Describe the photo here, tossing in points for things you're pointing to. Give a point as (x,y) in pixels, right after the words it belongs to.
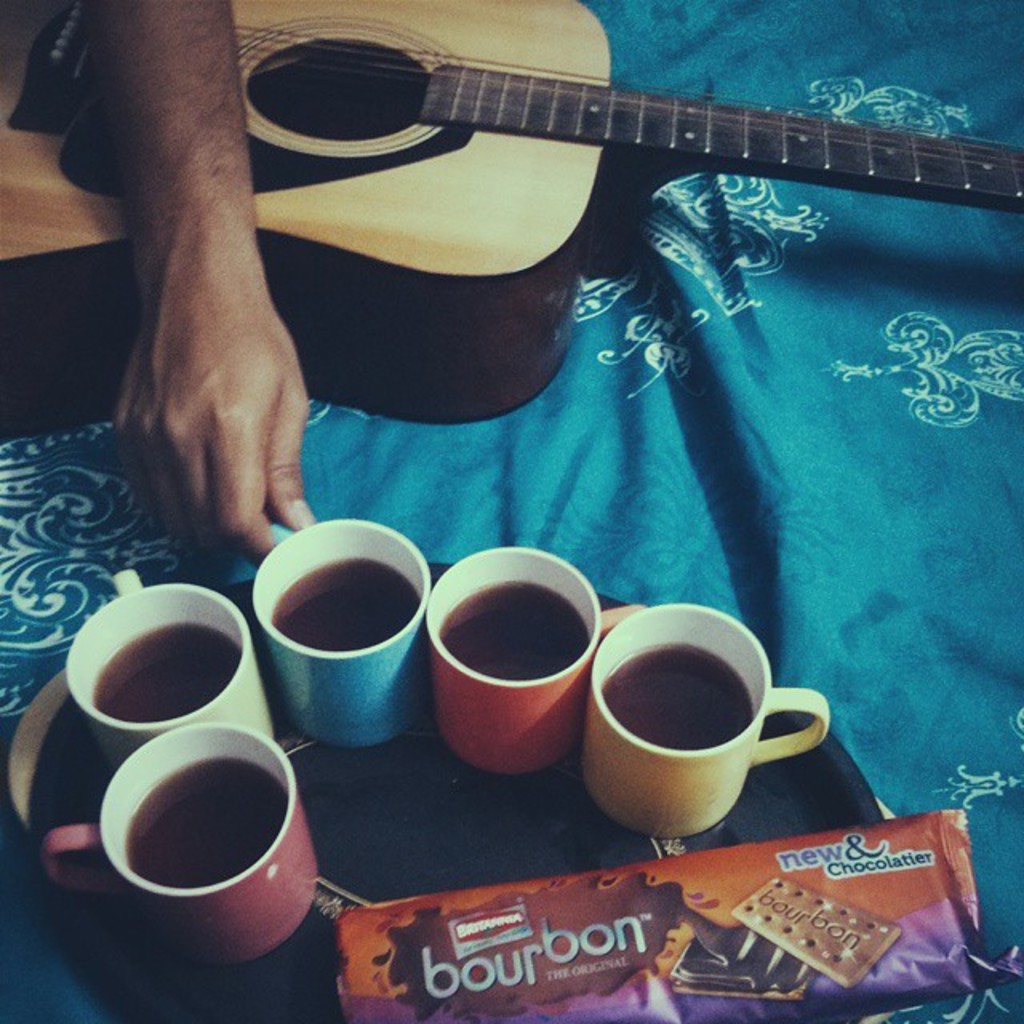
In this picture we can see few cups (312,612) with coffee (470,624) and there is a biscuit packet (797,903) on the tray (777,791). This is guitar (498,112). A person (220,216) holding a cup (354,540). This is cloth (782,462).
